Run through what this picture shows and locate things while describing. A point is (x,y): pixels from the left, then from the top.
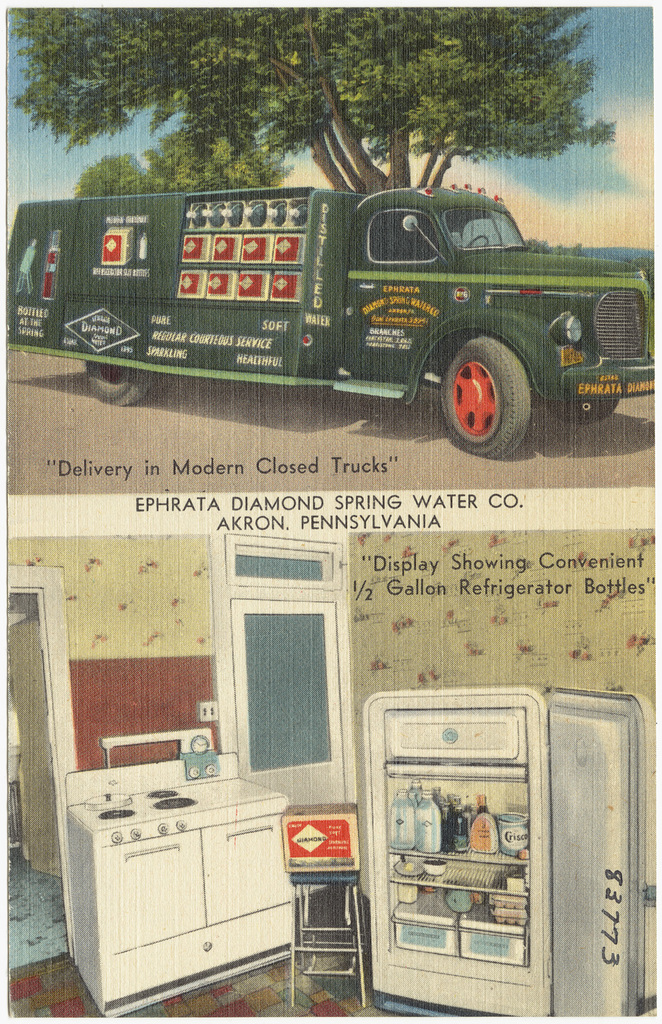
In this picture there is a poster (221,830). On the top (146,337) there is a truck (447,235) which is parked near to the trees (295,42). Here we can see sky (573,179) and clouds (566,205). On the bottom (418,810) we can see a fridge (570,846), bottles (420,842), box (337,821), table (300,895), stove (171,783), oven (208,779) and other objects (463,893). Here we can see wall (446,568).
